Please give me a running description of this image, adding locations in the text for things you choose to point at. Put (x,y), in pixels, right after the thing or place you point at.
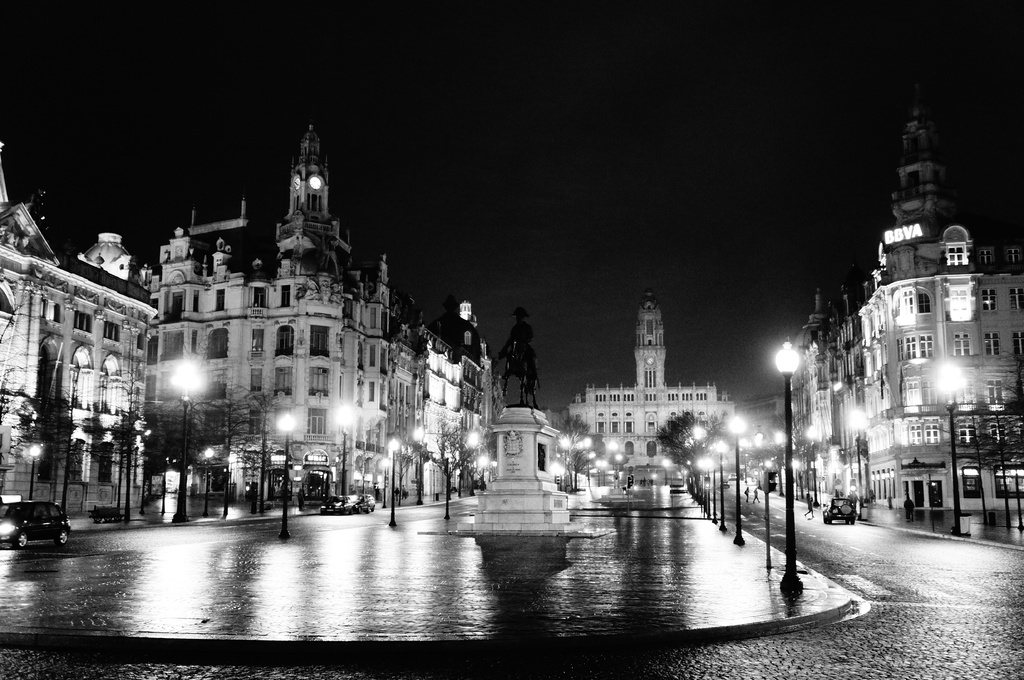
This is the picture of a city (886,320). In this image there are buildings (943,336) and trees (693,446) and there are poles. In the middle of the image (511,440) there is a statue (533,371) and there are vehicles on the road (942,626) and there are group of people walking on the road (973,640). At the top (147,162) there is sky (147,162). At the bottom (848,659) there is a road (894,588).
